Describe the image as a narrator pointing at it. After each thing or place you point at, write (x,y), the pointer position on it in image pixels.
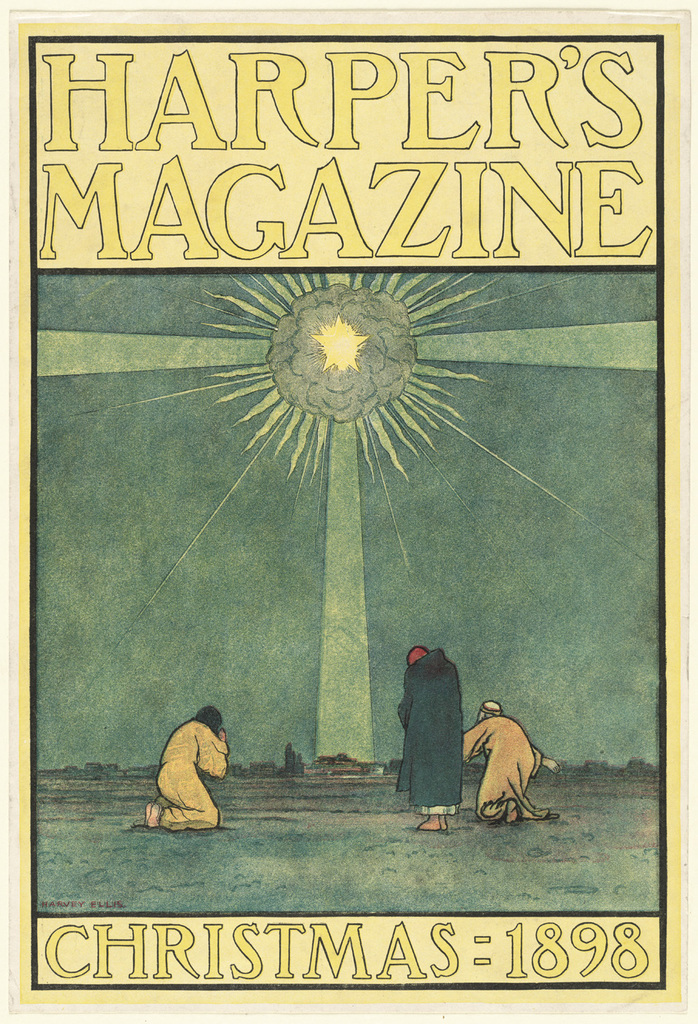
In this image we can see a poster (202,374) on which we can see three persons (146,815) and here we can see some edited text (326,230) which is in yellow color.
